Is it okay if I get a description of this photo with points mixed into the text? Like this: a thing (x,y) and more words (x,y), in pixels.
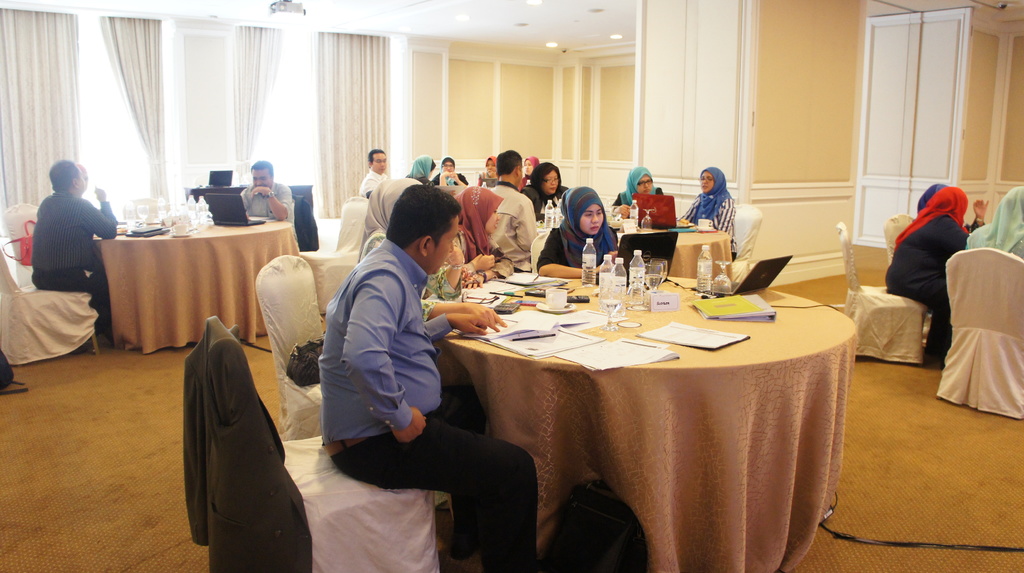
This is a picture taken in a room (599,150), there are a group of people (628,196) sitting on chairs (342,228) in front of these people (546,171) there is a table (611,397) on the table (612,387) there are bottle (616,270), glasses (648,271), file (722,303), cup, paper (559,315), pen (537,338) and laptop (758,274). Behind the people (418,235) there are glass windows (120,149) with curtain (260,73) and there are ceiling lights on the top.
